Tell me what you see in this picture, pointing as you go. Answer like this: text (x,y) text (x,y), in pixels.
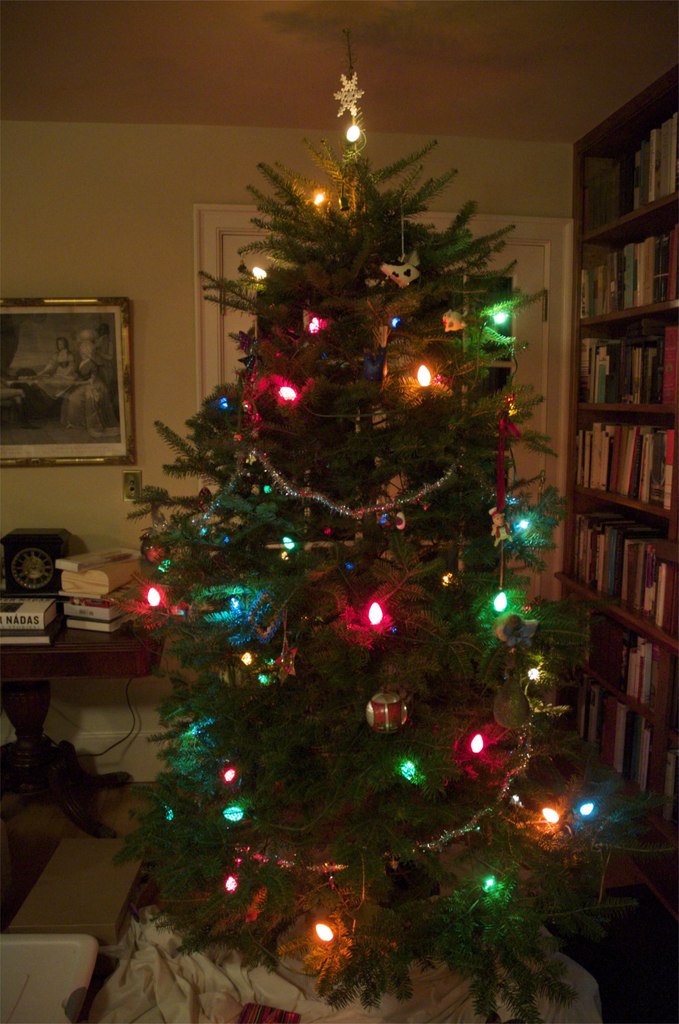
In this picture we can see Christmas tree (424,604), beside that there is a table (144,632). On the table (136,641) we can see books (15,601). On the left (92,313) there is a painting (97,440) which is near to the door (208,374). On the right (647,163) we can see many books (653,465) which are arranged in wooden rack (625,612).
